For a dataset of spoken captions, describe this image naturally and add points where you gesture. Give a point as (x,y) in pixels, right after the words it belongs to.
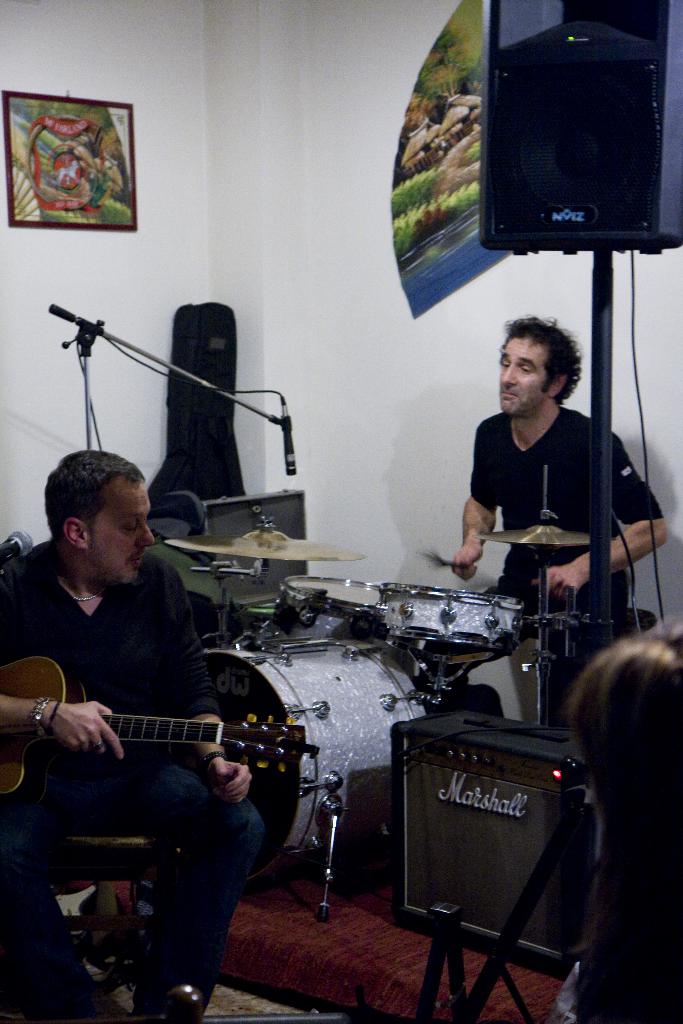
In this picture we can see two persons (110,558) playing guitar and drums (398,612) and in front of them there is mic (285,437) and in background (76,139) we can see guitar bag (197,417), frames (81,146) to wall (292,124), speakers (519,250).
